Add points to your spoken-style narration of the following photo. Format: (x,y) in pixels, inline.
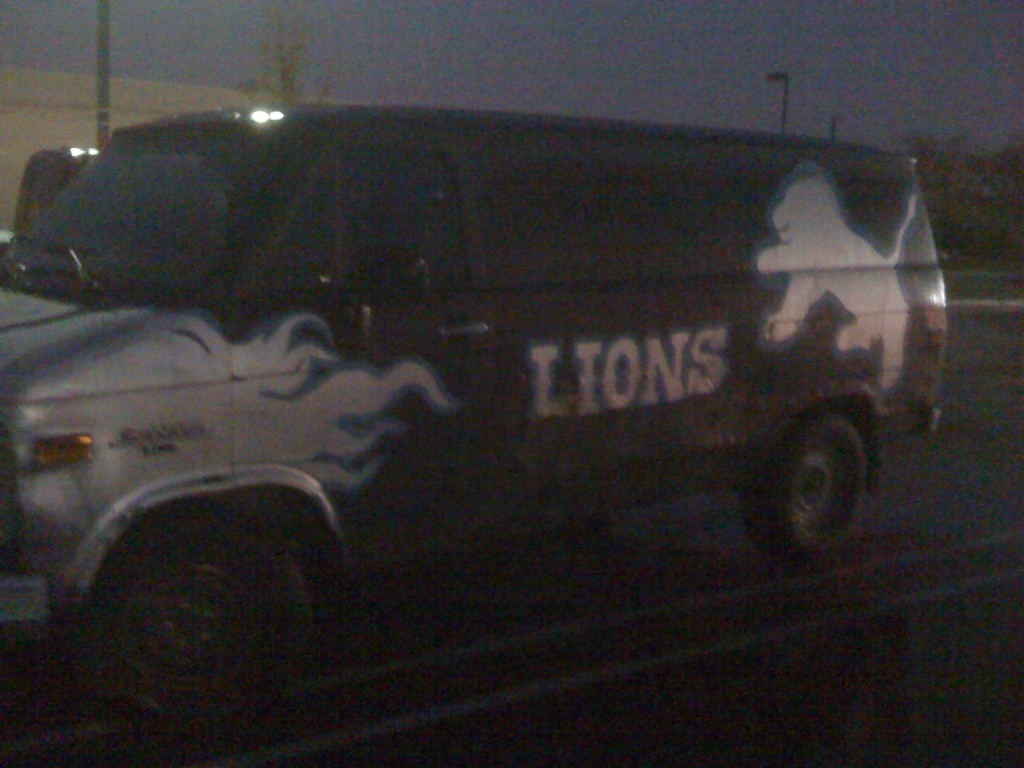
This is an image clicked in the dark. Here I can see a vehicle (248,369) on the road (575,633). In the background (107,48) there are few light poles (101,115). At the top of the image (580,54) I can see the sky (352,49).
